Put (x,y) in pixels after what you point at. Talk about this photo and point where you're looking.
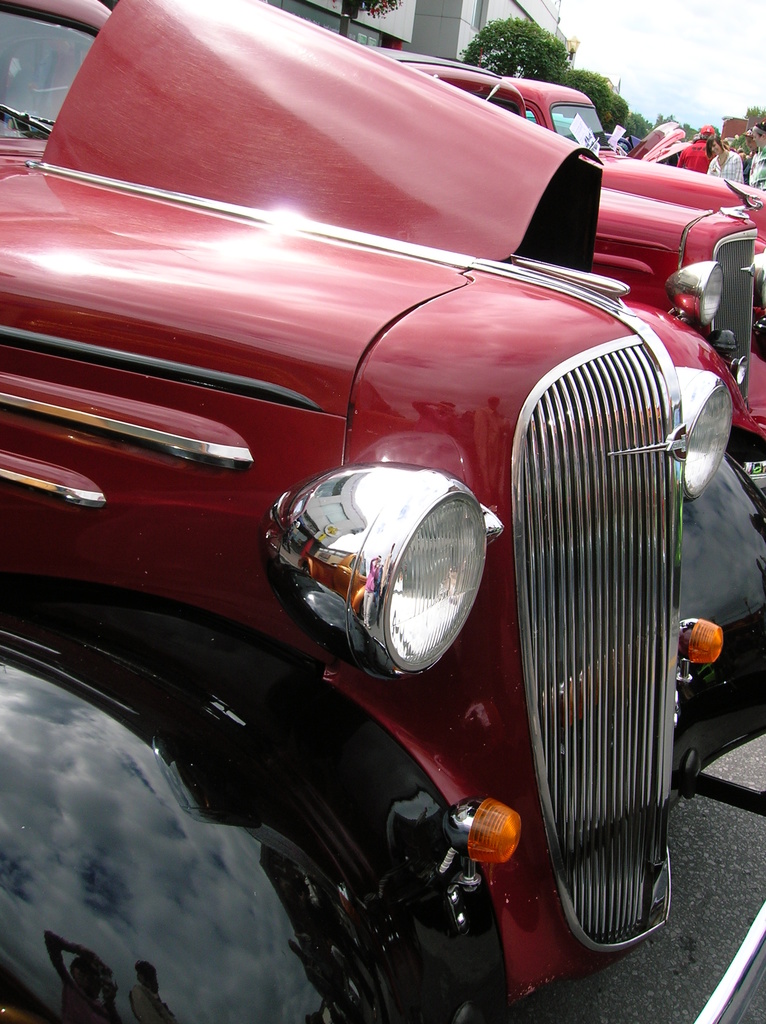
In the foreground of the picture (493,227) there are cars (672,197). On the right (698,142) there are people (714,131). In the background (589,62) there are trees (534,58), buildings (451,12) and sky (691,48).
